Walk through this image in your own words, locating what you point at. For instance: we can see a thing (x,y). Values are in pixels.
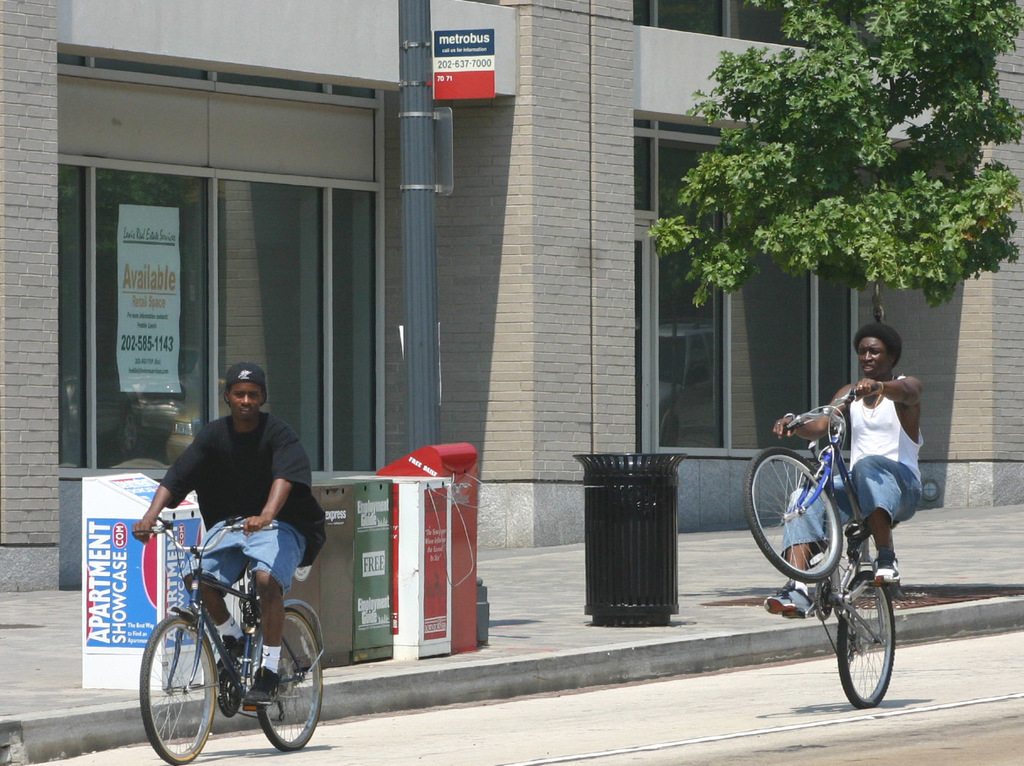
In this image I can see two people (776,432) are riding their bicycles (867,578). Among them one person (309,548) is wearing the black t-shirt (259,509) and a blue boxer (276,549). To the side of the road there are few dustbins (603,524). In the back (439,257) there are trees (901,228) and the building (268,322). And a board (438,56) to the pole (434,262).
